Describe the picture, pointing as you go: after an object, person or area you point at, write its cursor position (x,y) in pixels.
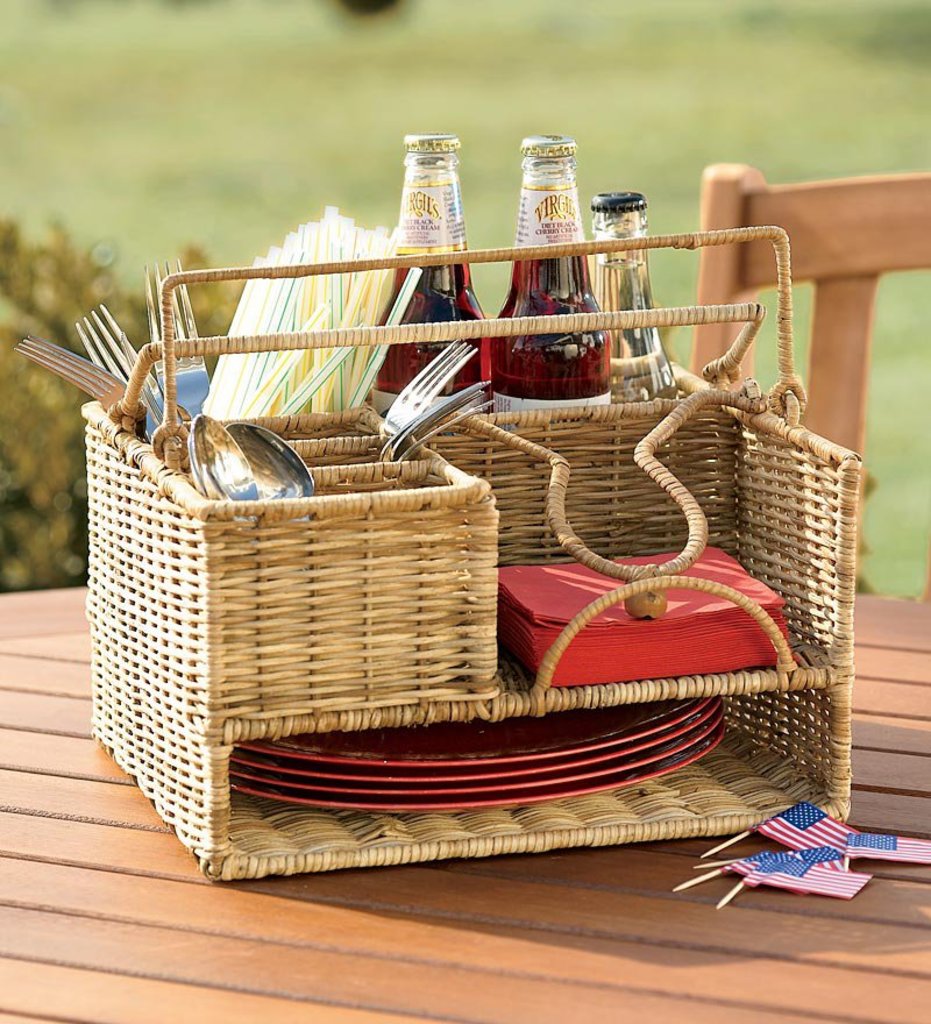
In this image I can see spoons (195,459), forks (157,422), red napkins (556,626), straws (206,398), plates (401,805) and glass bottles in a wooden basket (673,443). The background (573,66) is blurred.
